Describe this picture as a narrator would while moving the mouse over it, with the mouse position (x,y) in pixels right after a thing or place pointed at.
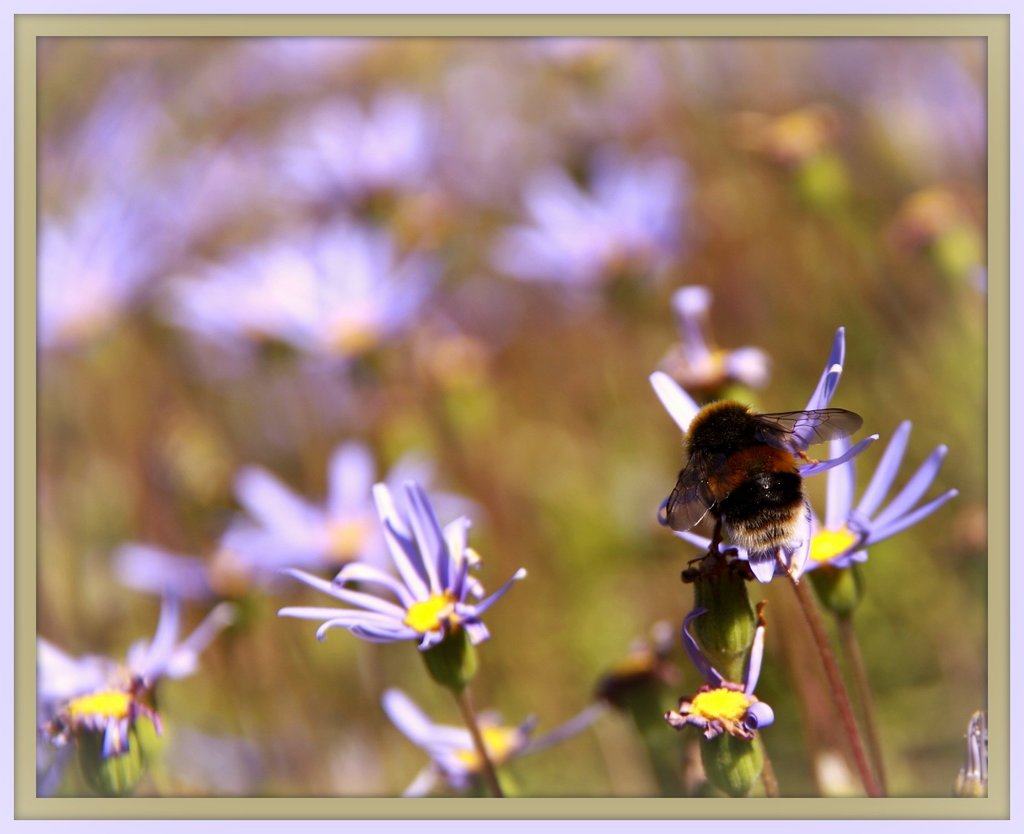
In this picture, we see an insect (761,481) which looks like a honey bee (773,524) is on the violet flower (794,534). It might be sucking the honey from the flower (787,551). Beside that, we see flowers (233,590), which are in violet color. In the background (574,406), it is in violet and green color. This picture is blurred in the background (685,193). This picture might be a photo frame.
